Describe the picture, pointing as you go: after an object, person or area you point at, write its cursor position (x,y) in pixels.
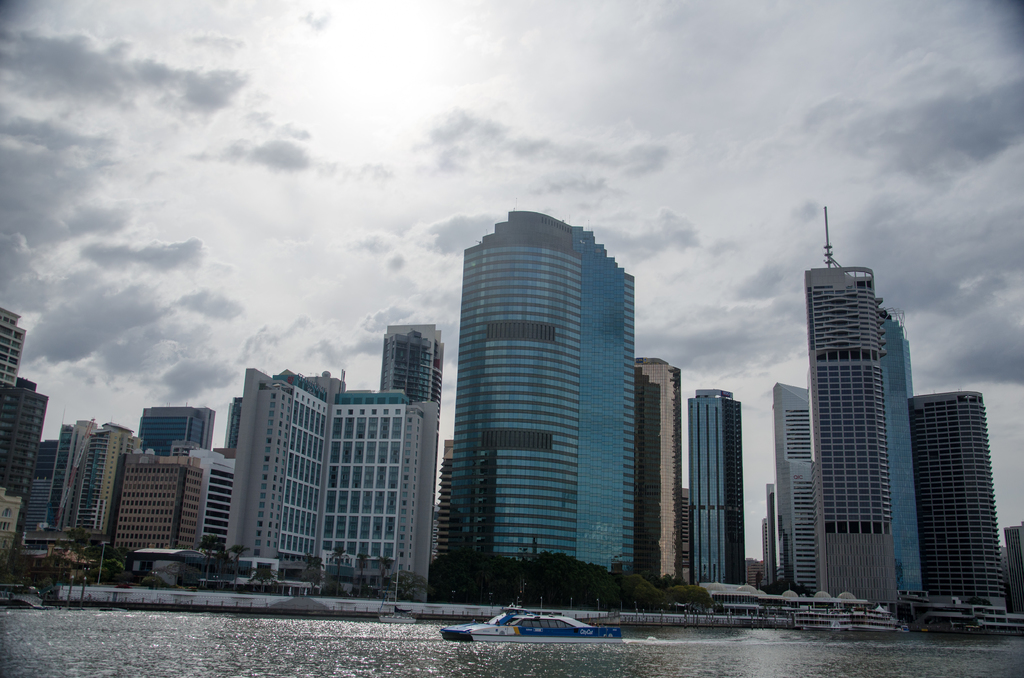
In this picture I can see a boat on the water (836,669), there are trees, there are buildings (42,541), and in the background (495,160) there is the sky (736,70).
